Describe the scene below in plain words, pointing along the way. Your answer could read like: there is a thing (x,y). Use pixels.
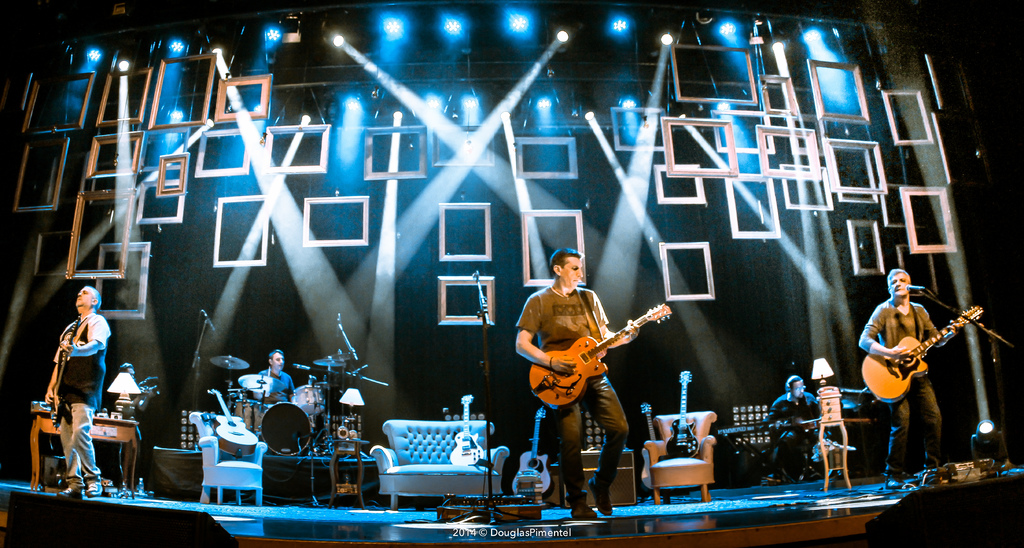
In this image I can see few people (552,335) playing a musical instruments (577,396). There is a mic (476,278) and a stand (490,419). At the back side (429,459) there is a couch (423,445), table (120,427), lamp (122,400).
